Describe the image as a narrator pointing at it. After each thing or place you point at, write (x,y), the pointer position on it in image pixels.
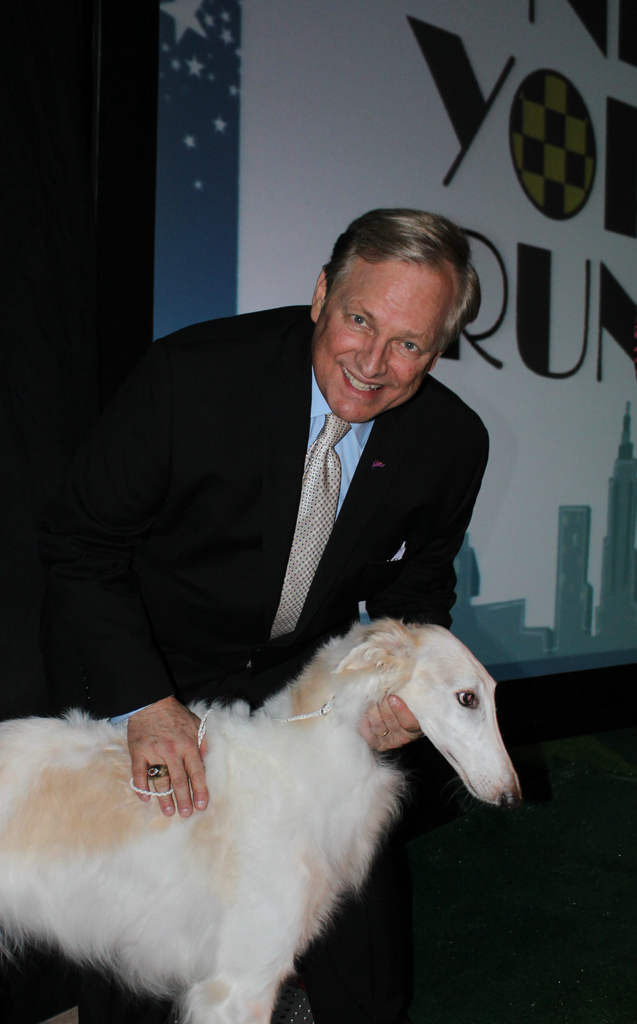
In this picture there is a man (306,590) who is holding a dog (217,823) in his hand (203,780). He is wearing a black suit (208,464) and is smiling.
